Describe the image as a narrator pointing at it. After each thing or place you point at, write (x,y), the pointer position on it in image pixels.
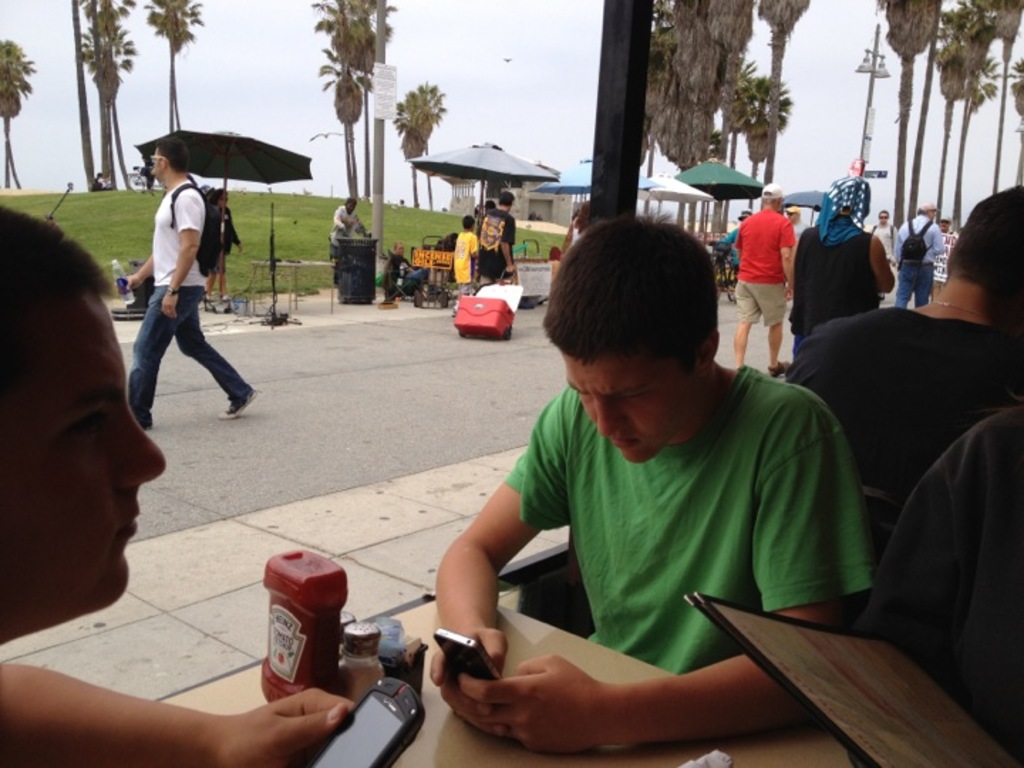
In this image there are group of people (706,510) some of them are sitting, and some of them are walking. On the top (401,100) there is sky (219,87) and on the right side (699,97) and left side there are trees (105,54) and on the floor (366,421) there is one bag (477,295) and on the middle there are some umbrellas (241,146) and in the bottom (462,735) there is one table (424,698).
